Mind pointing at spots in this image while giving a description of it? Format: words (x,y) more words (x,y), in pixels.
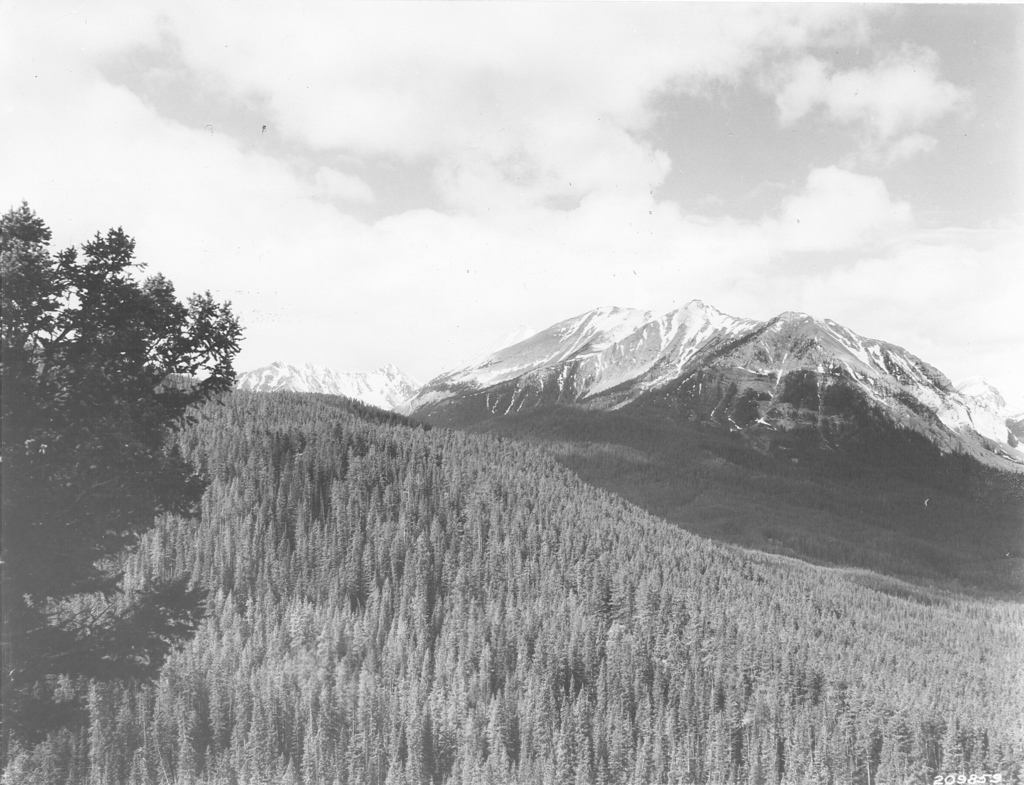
In this image we can see some plants (453,685) and trees (208,416) at the foreground of the image (382,561) and at the background of the image (640,398) there are some snow mountains (631,369) and cloudy sky (511,255).
